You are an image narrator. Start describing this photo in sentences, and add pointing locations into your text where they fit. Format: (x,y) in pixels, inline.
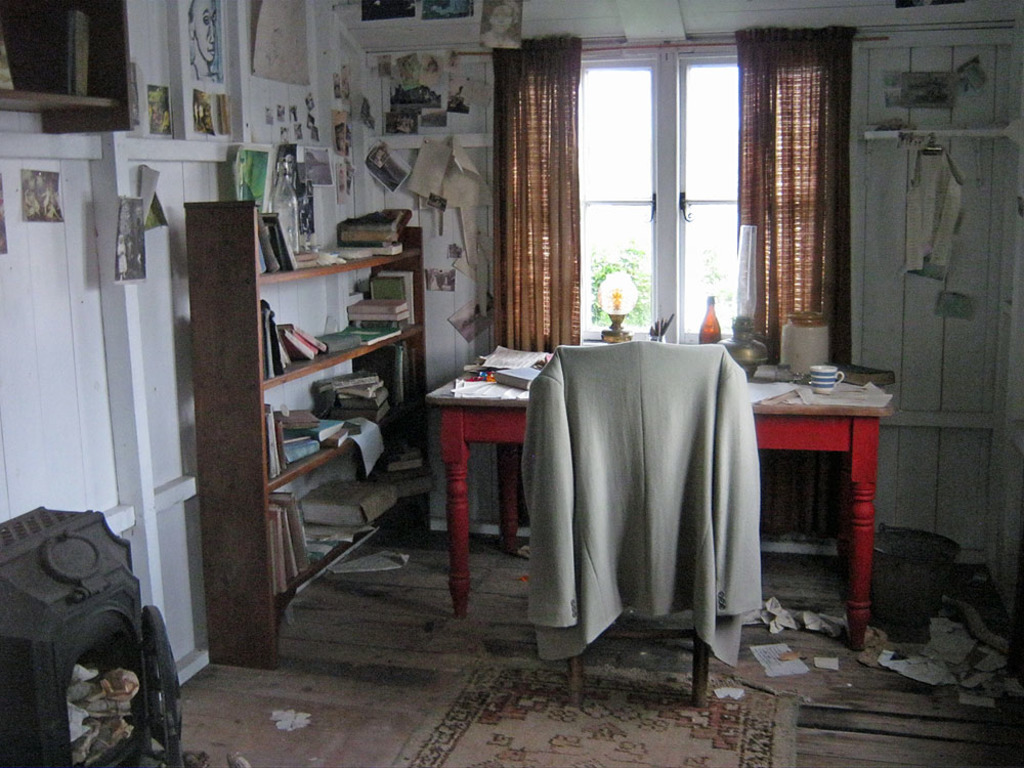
In the image on the chair (587,465) there is a jacket (556,431). In front of the jacket (563,370) there is a table (481,429) with a cup (824,382), bottle (713,338) and few other items (776,372) on it. Behind the table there is a window (617,104) and a curtain (763,340) to it. There is a cupboard (234,298) with books (295,422) in it. On the floor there are few papers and also there is an object (925,584) under the table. In the bottom left of the image (80,672) there is a black object (119,651) with something in it. In the image on the walls (957,355) there are papers (43,222) and pictures (212,98) attached to it.
